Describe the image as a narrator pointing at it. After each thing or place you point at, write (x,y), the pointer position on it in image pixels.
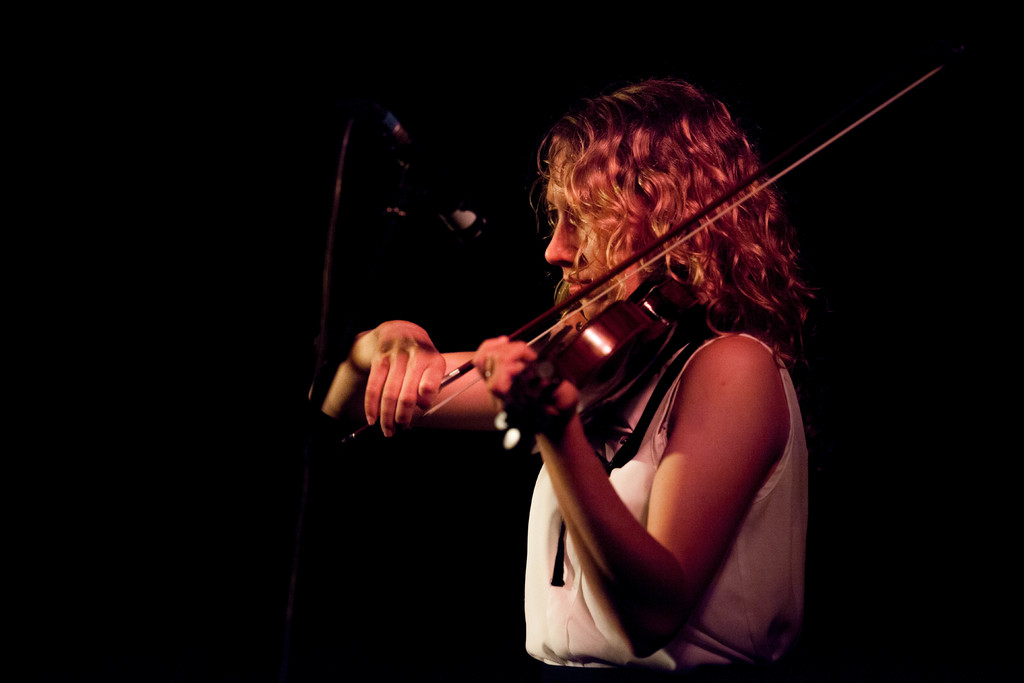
In this image woman (734,279) is playing a musical instrument (564,335) in front of the mic (465,210).
